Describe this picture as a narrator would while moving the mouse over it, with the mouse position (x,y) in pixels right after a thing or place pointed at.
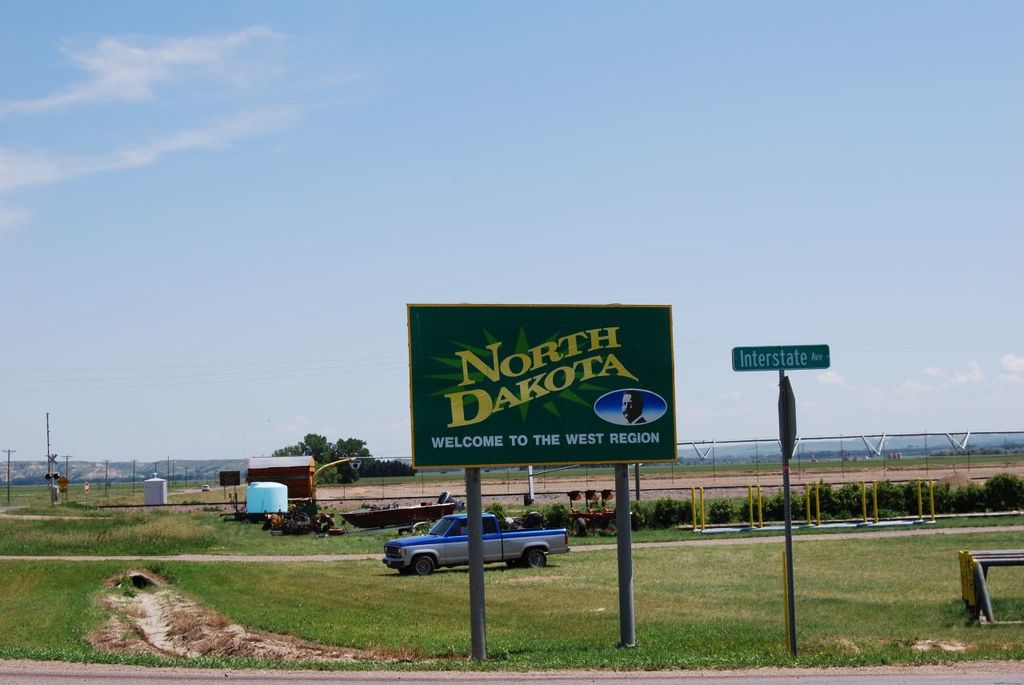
In this picture we can see there are poles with boards (580,379) attached to it. Behind the boards (493,431), there is a vehicle (431,535), grass (373,549), it looks like a shed (277,480), poles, trees (330,449), hills (92,466) and the sky (294,62). On the right side of the image (978,593), there is an object (963,570).
